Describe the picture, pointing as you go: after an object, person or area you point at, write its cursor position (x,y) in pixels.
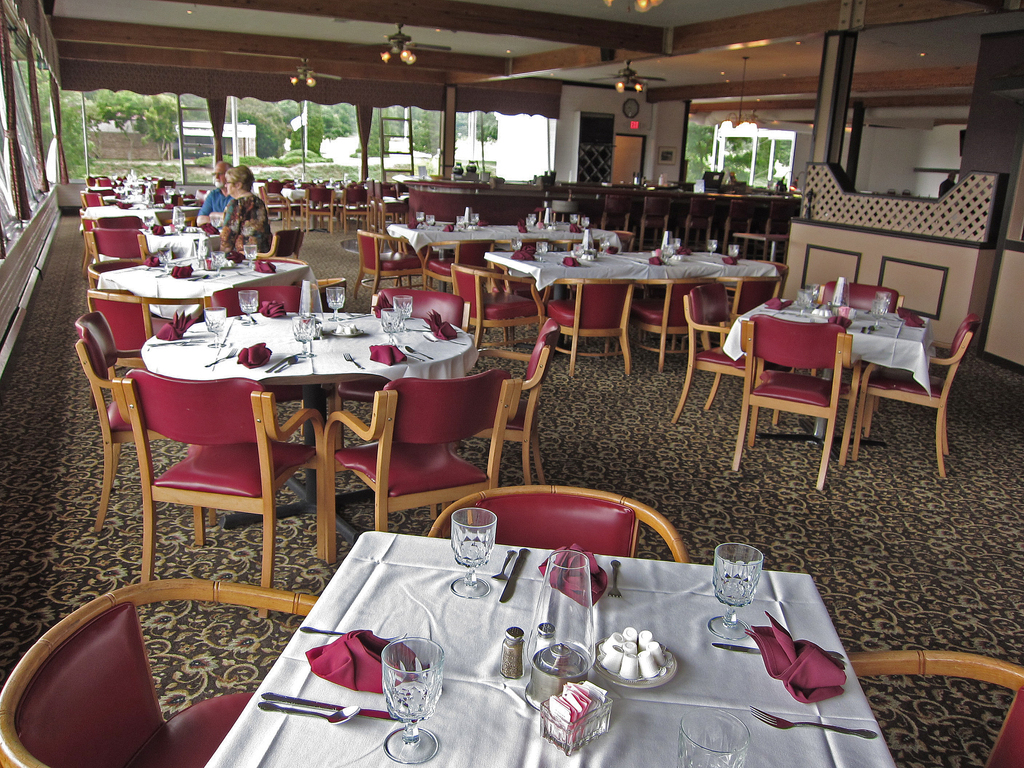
In this image I can see number of red colour chairs (421,381), tables (174,268), lights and on these tables (261,333) I can see white tablecloths (450,574), few red colour clothes (327,657), number of glasses (730,747) and many more other stuffs (575,668). I can also see spoons (342,721), forks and knives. Here I can see two people (235,227) are sitting on chairs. In the background (330,119) I can see number of trees (327,131).
